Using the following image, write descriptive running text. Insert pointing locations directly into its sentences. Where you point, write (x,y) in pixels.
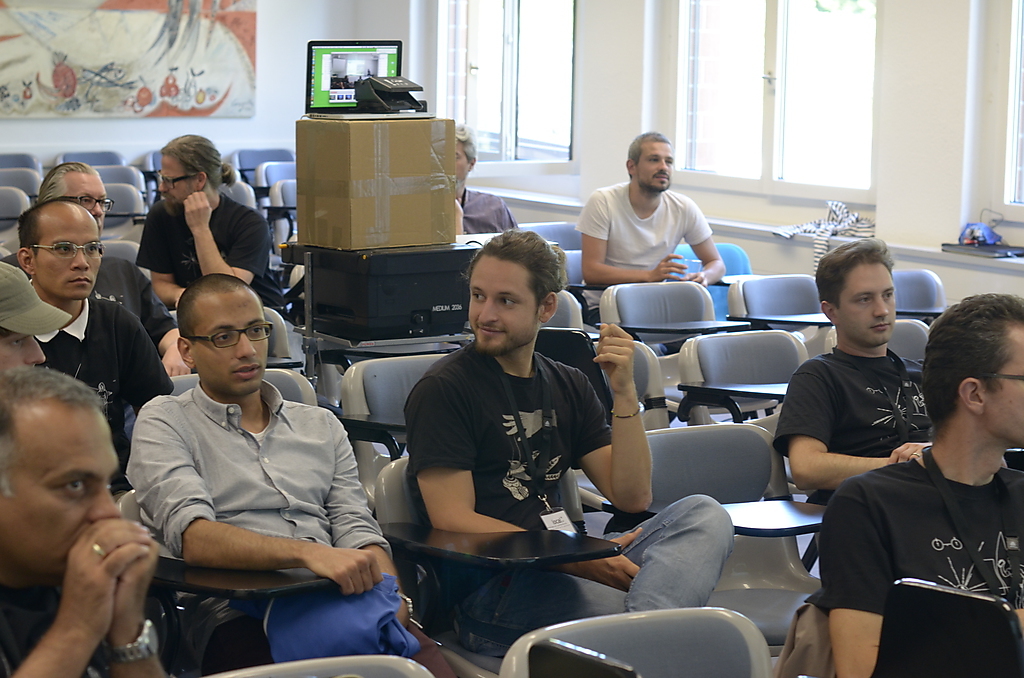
In this image we can see so many men (676,258) are sitting on the chairs (693,351). At the top of the image (40,59), we can see a frame (31,47) on the wall (317,31) and windows (756,28). In the middle of the image (386,230), we can see a laptop (366,56), projector (400,279), cardboard box (387,173) and an object (395,109). On the right side of the image (967,229), we can see a cloth (851,220) and objects (985,231).
